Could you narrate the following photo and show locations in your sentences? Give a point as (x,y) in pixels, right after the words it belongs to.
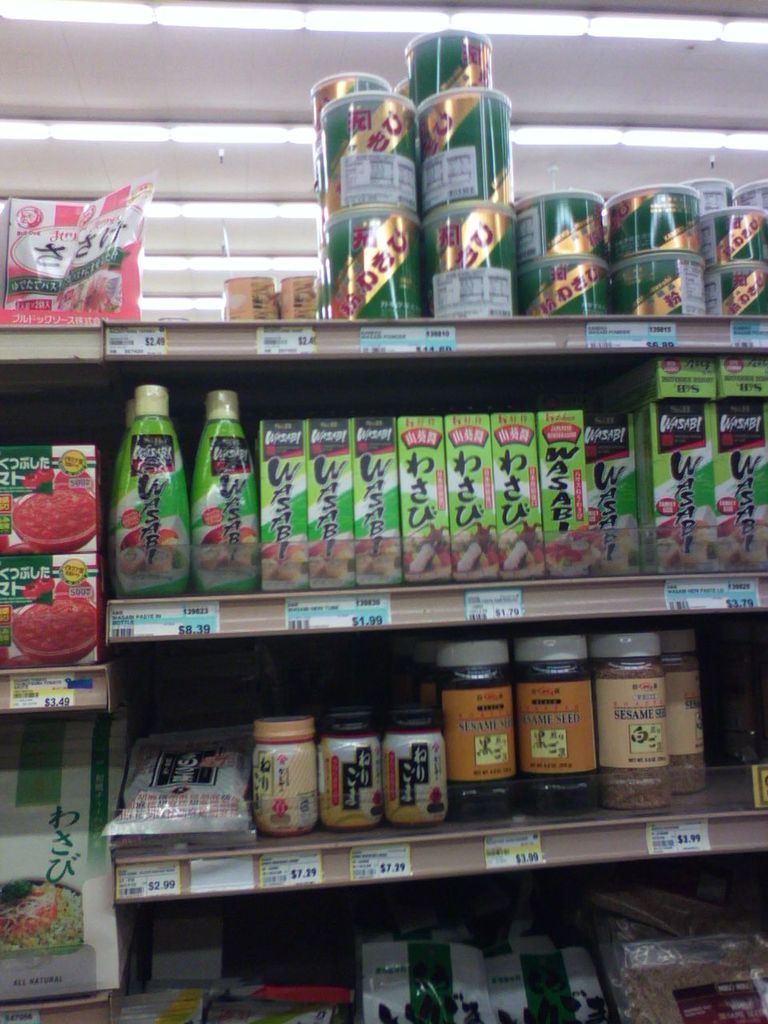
In this picture we can see shelves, here we can see bottles (242,469), jars (325,743), price tags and some objects (419,483) and in the background (659,105) we can see a roof (614,70).
